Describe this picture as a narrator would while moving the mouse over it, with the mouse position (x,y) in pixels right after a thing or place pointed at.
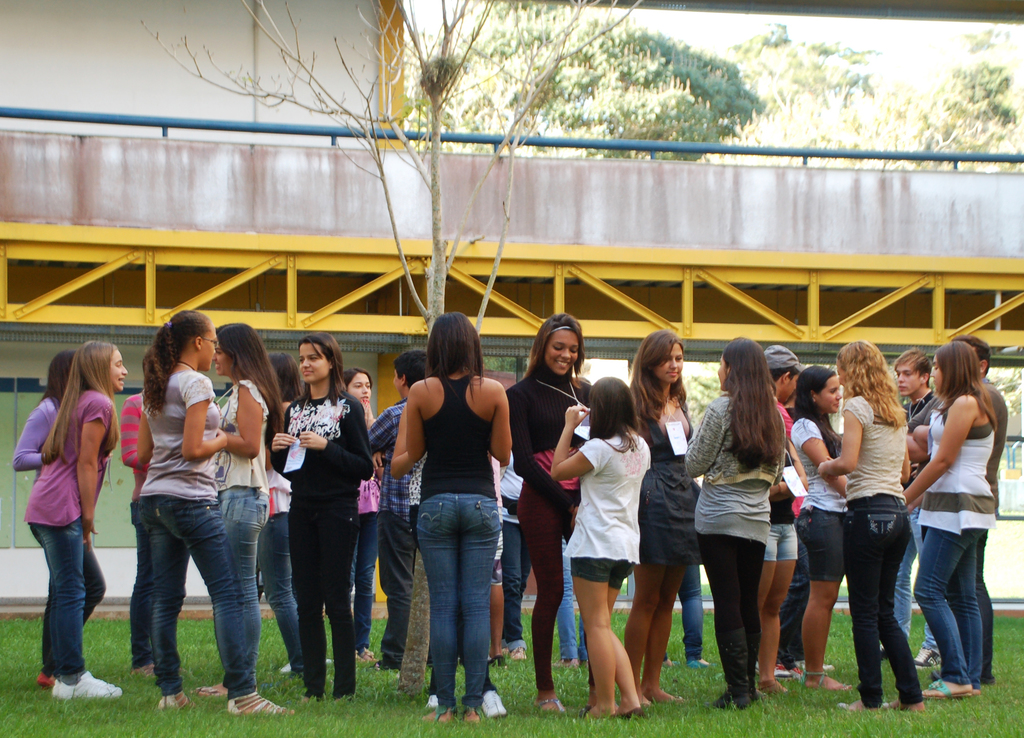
In the image there are few girls (281,487) standing on the grassland (93,733), behind it there is a bridge (528,300) followed by trees (668,108) in the background (695,99).
